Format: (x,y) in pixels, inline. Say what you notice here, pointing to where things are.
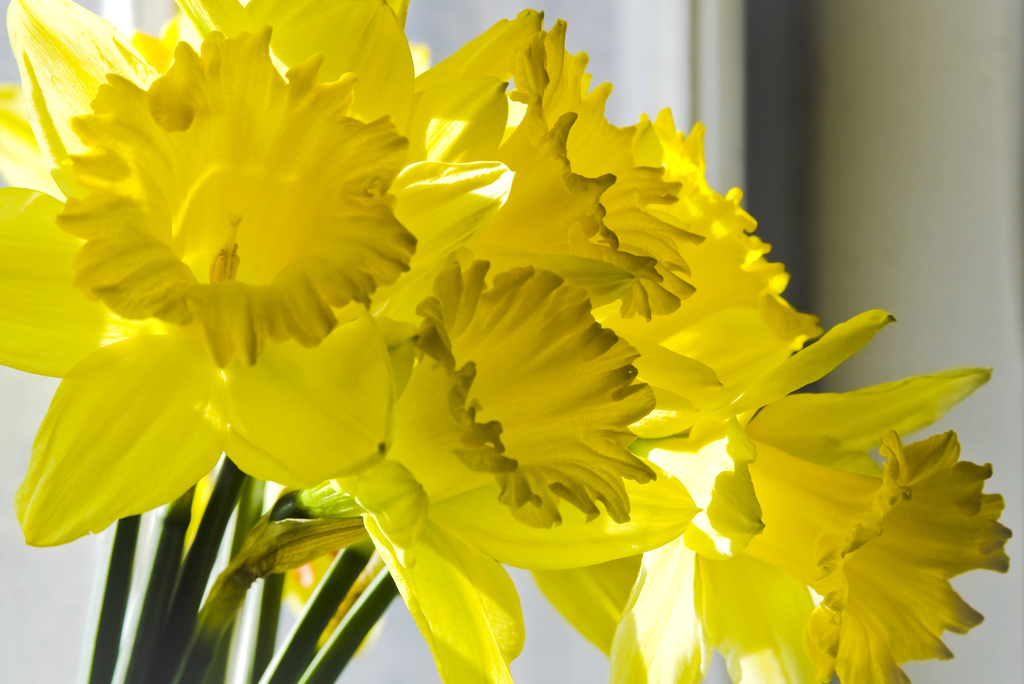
In this image we can see group of flowers (709,368) on stems (353,616). In the background (836,225), we can see the wall (959,179).
